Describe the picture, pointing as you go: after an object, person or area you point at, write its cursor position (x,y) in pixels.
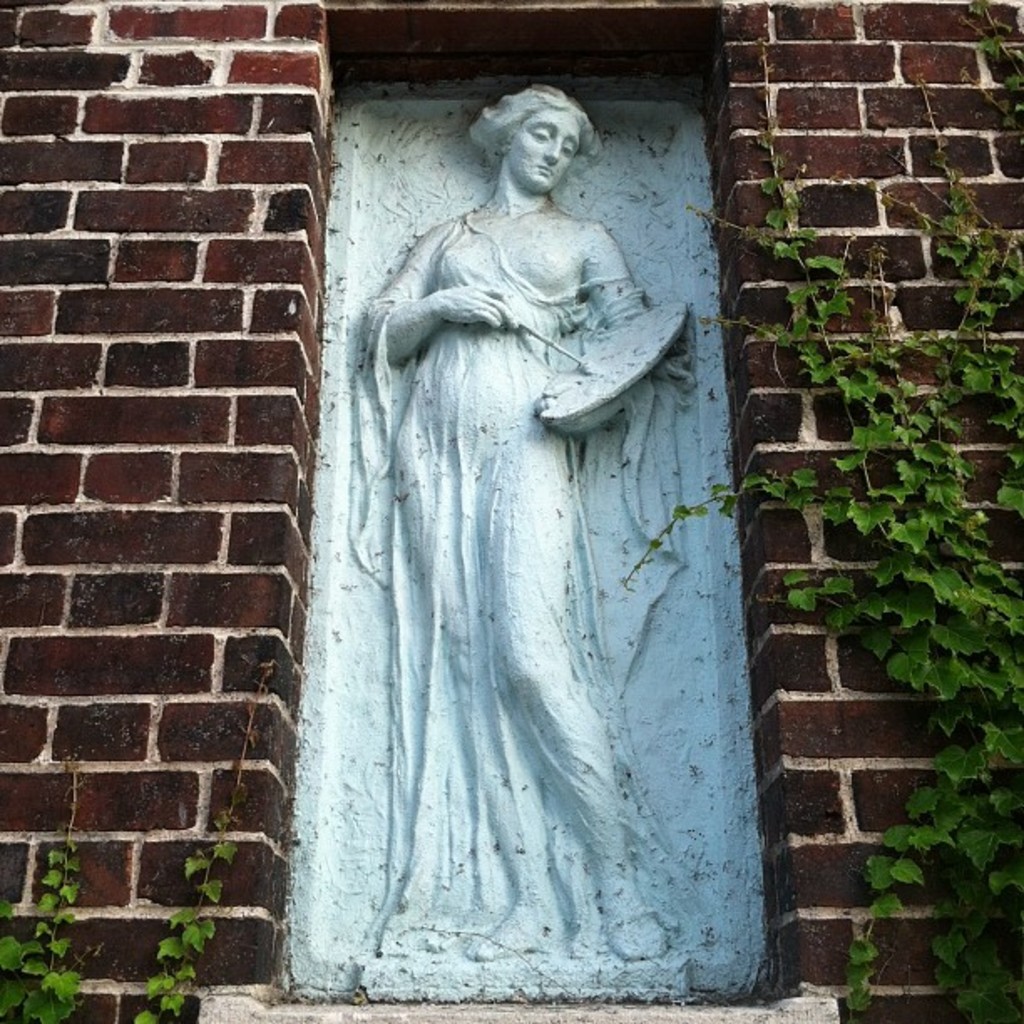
This is a sculpture (392,594), this is wall (166,307) and a plant (960,694).
